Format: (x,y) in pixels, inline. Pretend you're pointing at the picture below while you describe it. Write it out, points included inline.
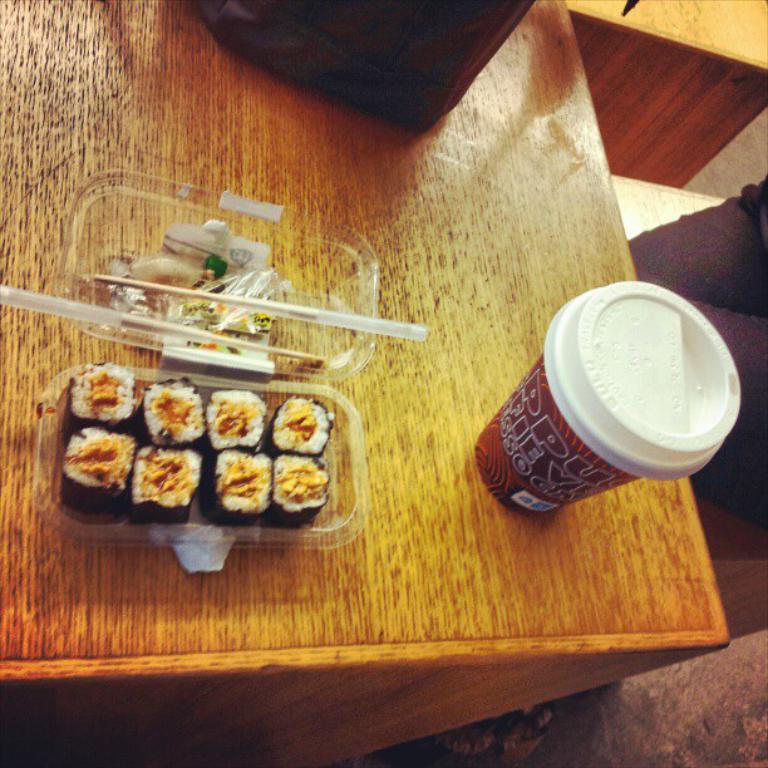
In this image I can see the yellow and brown colored wooden object (442,180) and on it I can see a cup (543,438), a plastic box (338,529) and a black colored object (411,13). In the box (345,484) I can see few food items (221,447) which are white, black and yellow in color, chopsticks (239,302) and few other objects (168,278).
